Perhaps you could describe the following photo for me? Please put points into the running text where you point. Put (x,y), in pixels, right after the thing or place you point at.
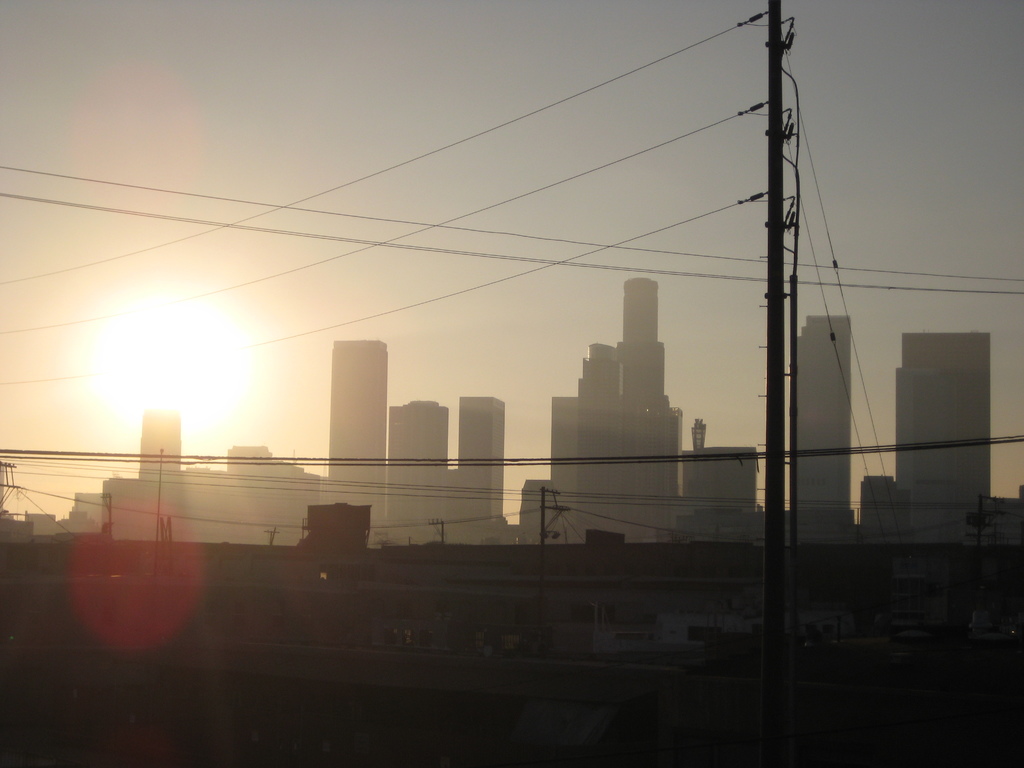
In this image I see the pole (762,687) and I see many wires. In the background (675,260) I see few more poles (540,613) and I see the buildings (414,494), sky (741,370) and the sun (168,354) over here and it is a bit dark over here.
